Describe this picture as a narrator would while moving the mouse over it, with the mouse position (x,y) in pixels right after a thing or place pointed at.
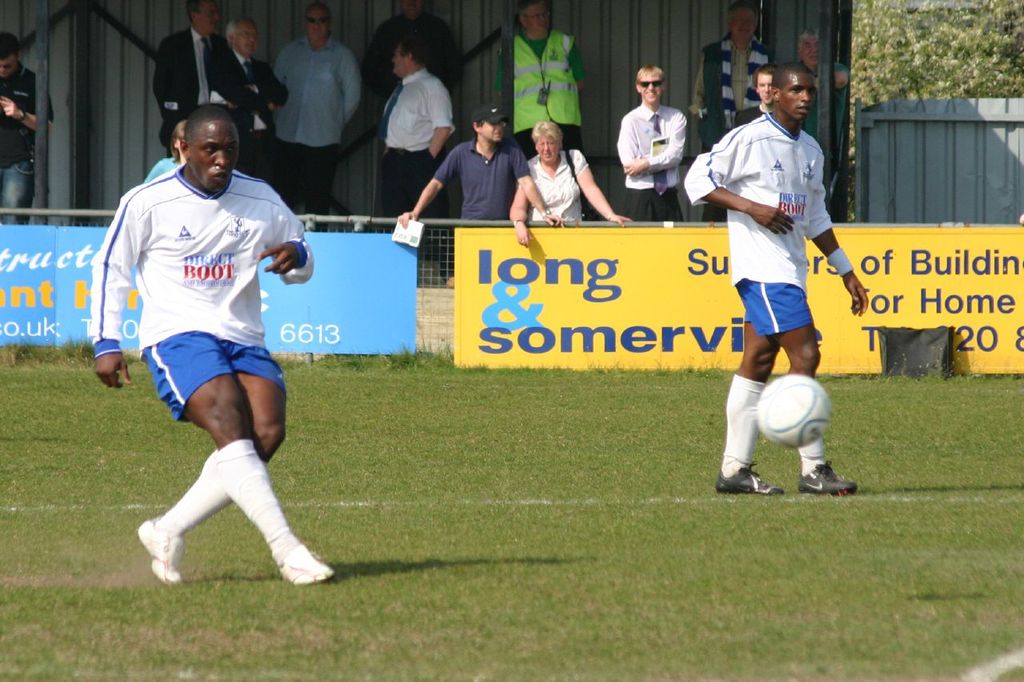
In this image we can see two persons (745,279) playing on the ground (677,564). There is a pole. In the back (315,303) there are banners (654,315). Also there are few people (429,161) standing. And there is a wall (492,74). In the background (933,54) there are trees (935,71). And also there is a railing (441,250).
